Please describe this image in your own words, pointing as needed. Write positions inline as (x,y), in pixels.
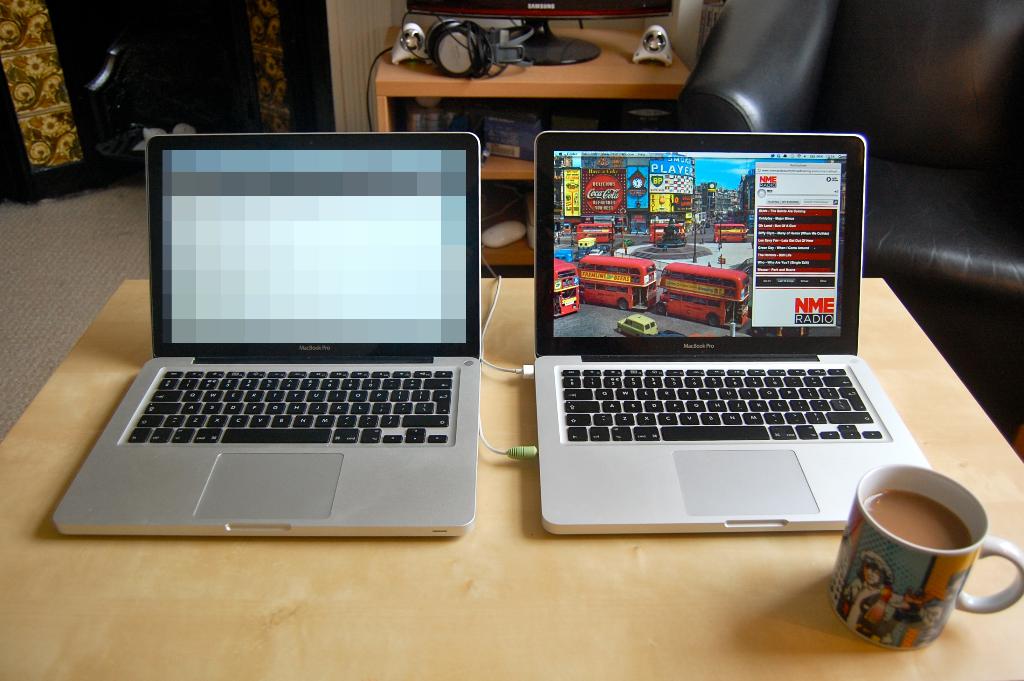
In this picture we can observe two laptops (603,432) placed on the table (139,557) which is in cream color. We can observe a mug (891,561) on the table (715,613). On the right side (900,93) there is a black color sofa (886,107). We can observe a monitor (539,9), headset (490,33) placed on the table (611,67) in the background (460,53).
